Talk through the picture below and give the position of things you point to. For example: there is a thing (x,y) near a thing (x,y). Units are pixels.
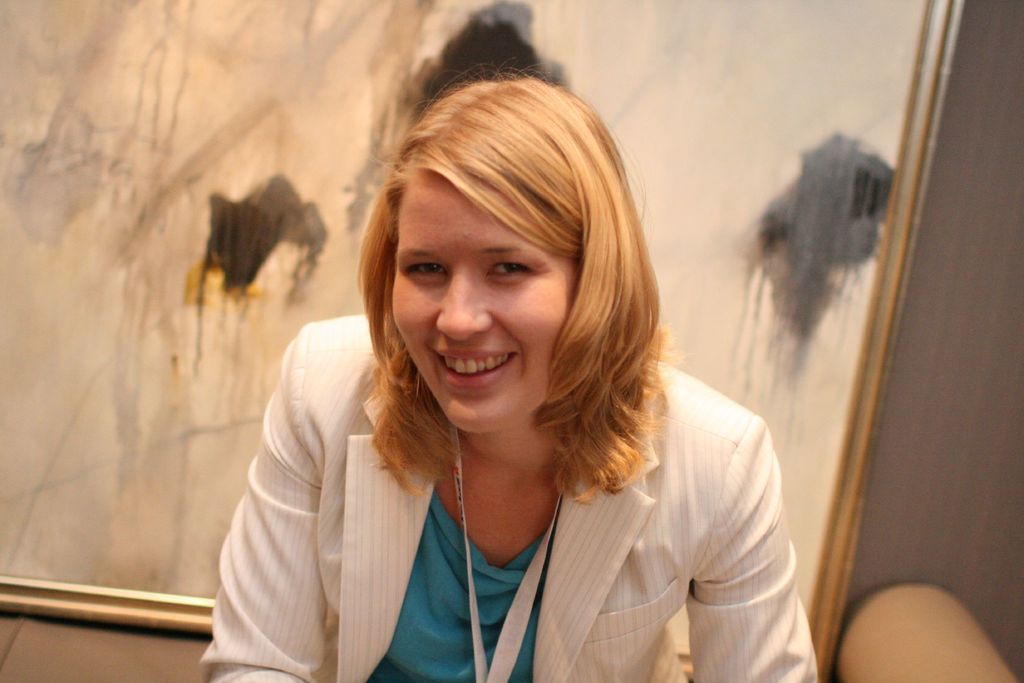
In this image there is a person (571,565) wearing id card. Beside the person (713,641) there is an object (923,605). And at the background (846,254) there is a wall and a photo frame (255,279).
